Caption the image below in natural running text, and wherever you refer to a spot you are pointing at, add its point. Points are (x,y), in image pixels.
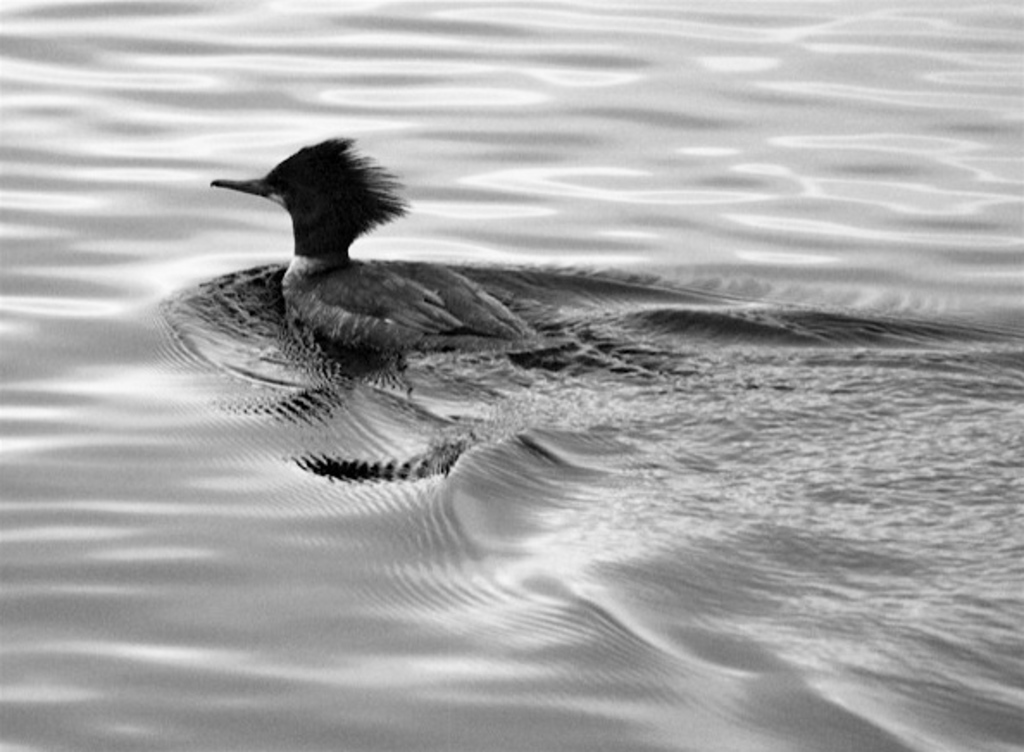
In the image there is a bird (343,214) in the water (309,653).
